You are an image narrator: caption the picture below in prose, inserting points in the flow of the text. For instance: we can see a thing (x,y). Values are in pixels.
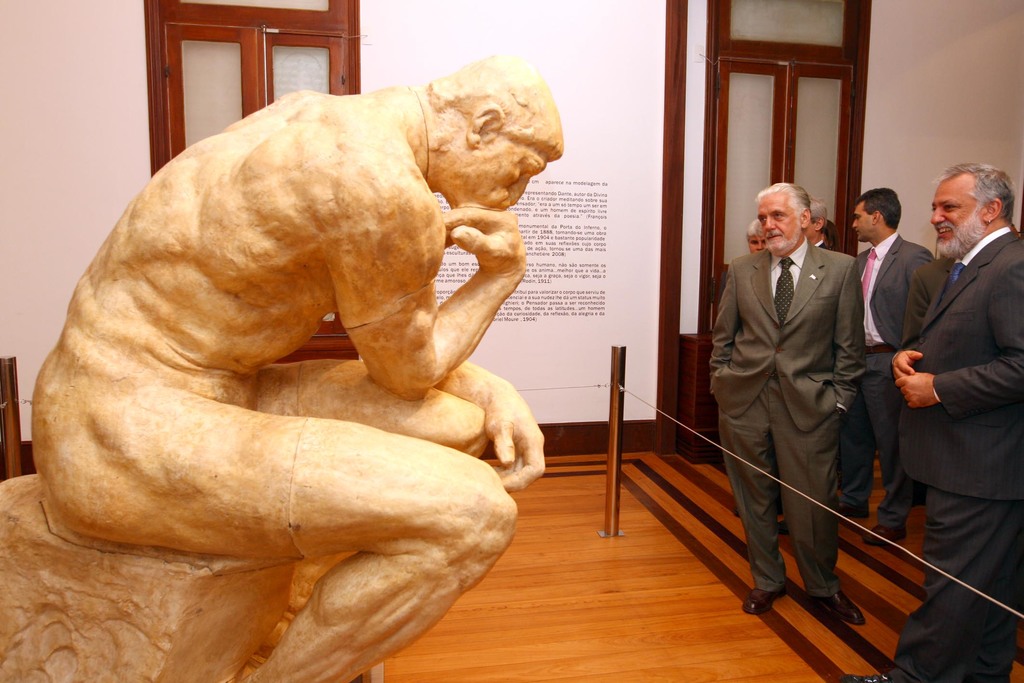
On the left side (69,337), there is a statue (296,341) of a nude person (456,422), sitting on a rock (46,541). On the right side (873,425), there are persons (978,415) in suits (1004,411), standing. One of them is smiling. In front of them, there is a fence (616,362). In the background (600,392), there are texts (558,232) on the white color wall (460,40). Beside them, there is a window (250,81).
